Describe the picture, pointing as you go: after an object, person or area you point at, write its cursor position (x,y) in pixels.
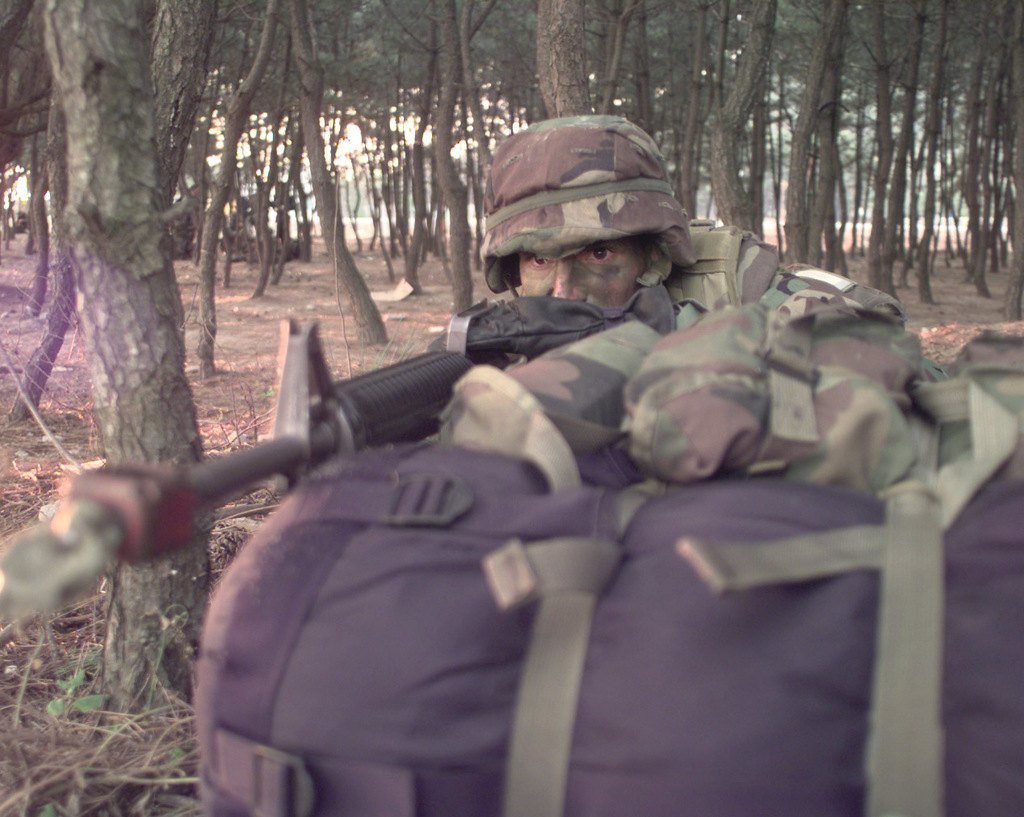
In this image we can see some trees (364,317) on the ground (331,305), few objects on the ground (419,305), it looks like a road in the background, few leaves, some dried stems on the ground (306,271), one bag (993,409) on the ground (309,286), it looks like sunlight (12,197) in the sky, one military man (533,196) wearing a cap (551,164) and holding a gun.
